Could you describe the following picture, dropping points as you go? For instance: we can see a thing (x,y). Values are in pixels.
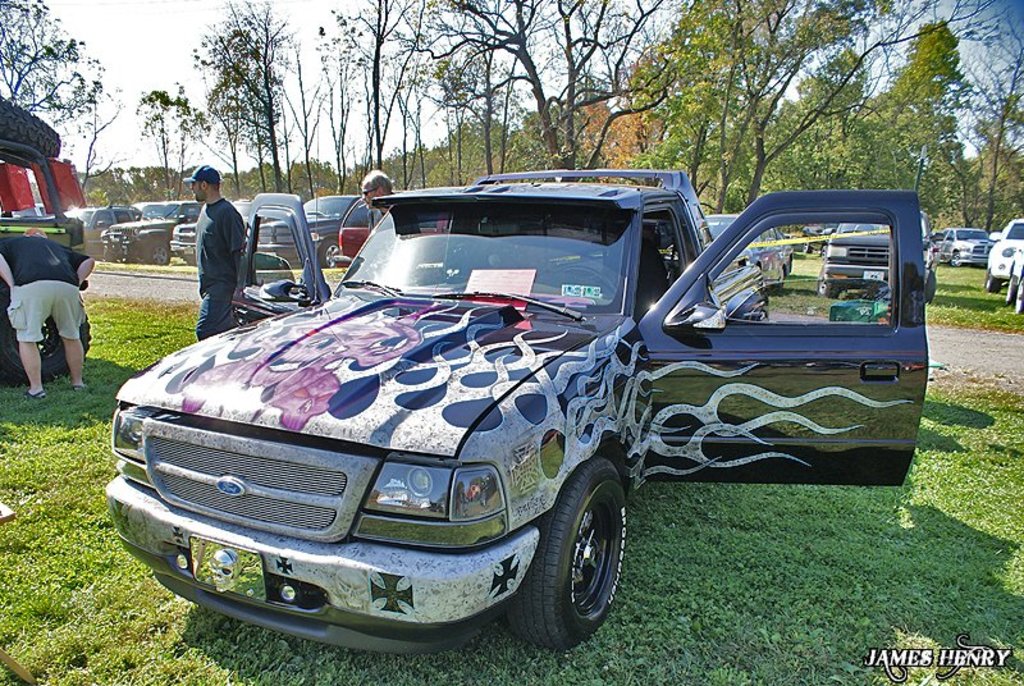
In the image there are many cars (511,227) and in between the cars (118,244) there are three men (19,253), there are many trees (460,125) in the background (424,39).
